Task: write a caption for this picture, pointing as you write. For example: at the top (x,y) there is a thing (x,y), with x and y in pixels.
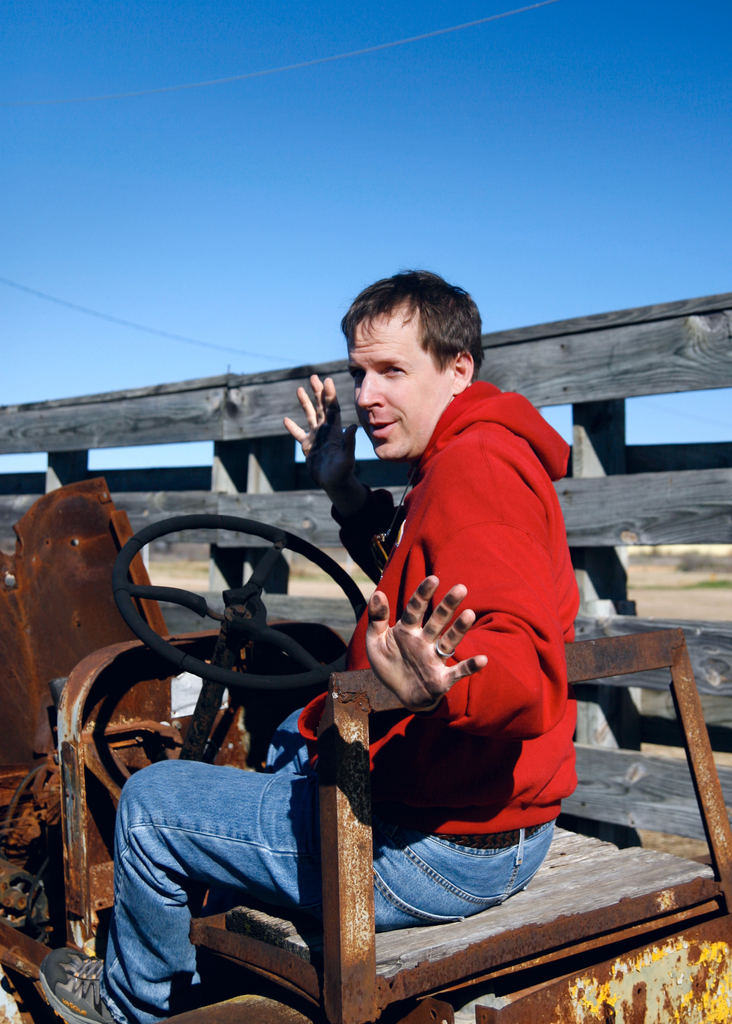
In this picture we can see a person (484,809) sitting on a vehicle (116,726), here we can see a fence (643,712) and in the background (293,17) we can see trees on the ground (696,601) and sky (571,236).
